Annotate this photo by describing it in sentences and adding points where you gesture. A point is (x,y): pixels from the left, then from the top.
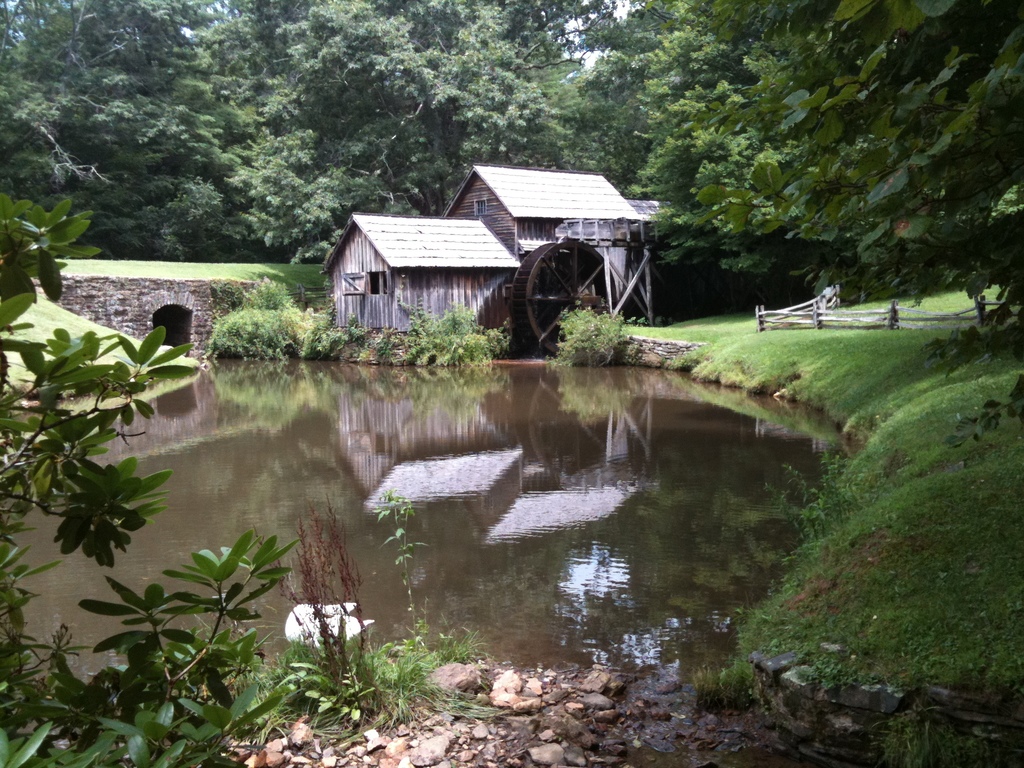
In the foreground of the picture (363,621) there are stones (464,721), grass (917,643), plants (63,504) and water (394,437). In the center of the picture (462,273) there are plants (458,318), house (463,260), grass (793,337), railing (927,325). In the background (720,305) there are trees (509,76).
